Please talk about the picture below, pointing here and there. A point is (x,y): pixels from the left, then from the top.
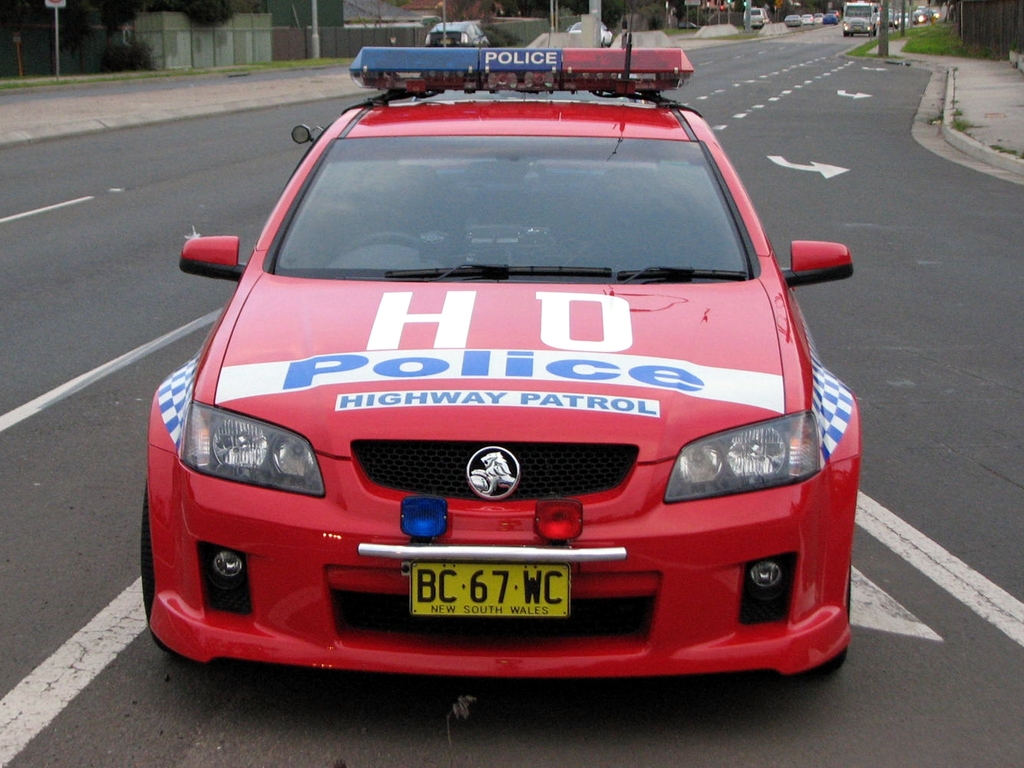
In the picture I can see vehicles (752,277) on the road (88,707) among them the car (486,376) in the front (478,396) is red in color. In the background (131,74) I can see the grass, white lines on the road (901,70), plants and some other objects (280,22).
